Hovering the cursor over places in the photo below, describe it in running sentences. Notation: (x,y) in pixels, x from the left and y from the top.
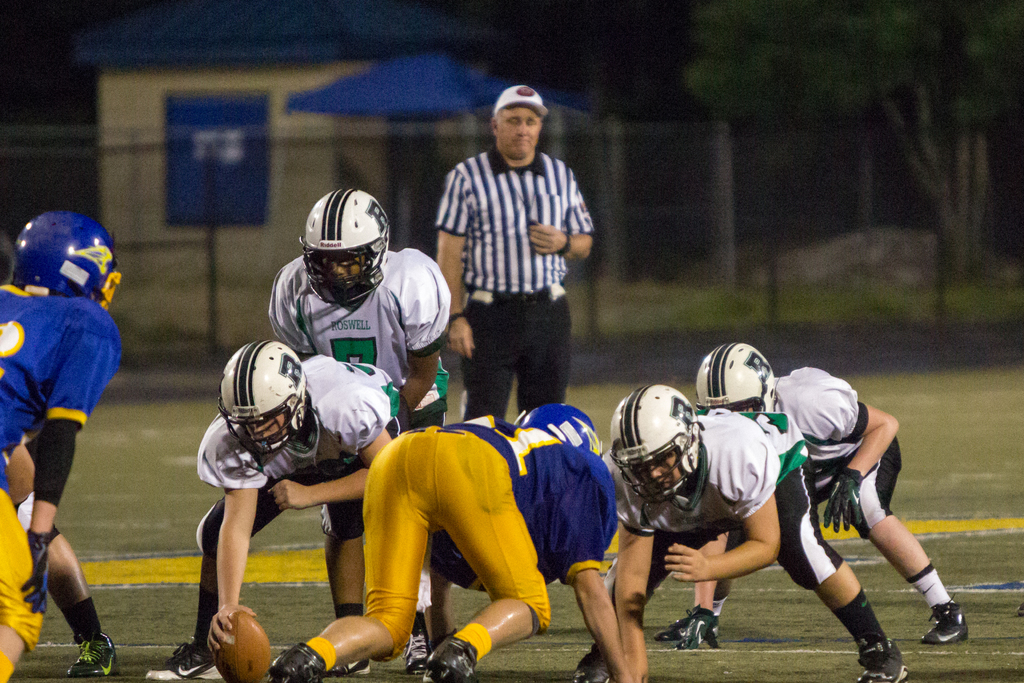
In the foreground of the picture (460,564) we can see people (412,373) playing American football. In the middle (484,293) we can see a referee (501,194). The background (286,52) is blurred. In the background (287,222) we can see fencing (315,182), tree (922,118) and other objects (303,81).
